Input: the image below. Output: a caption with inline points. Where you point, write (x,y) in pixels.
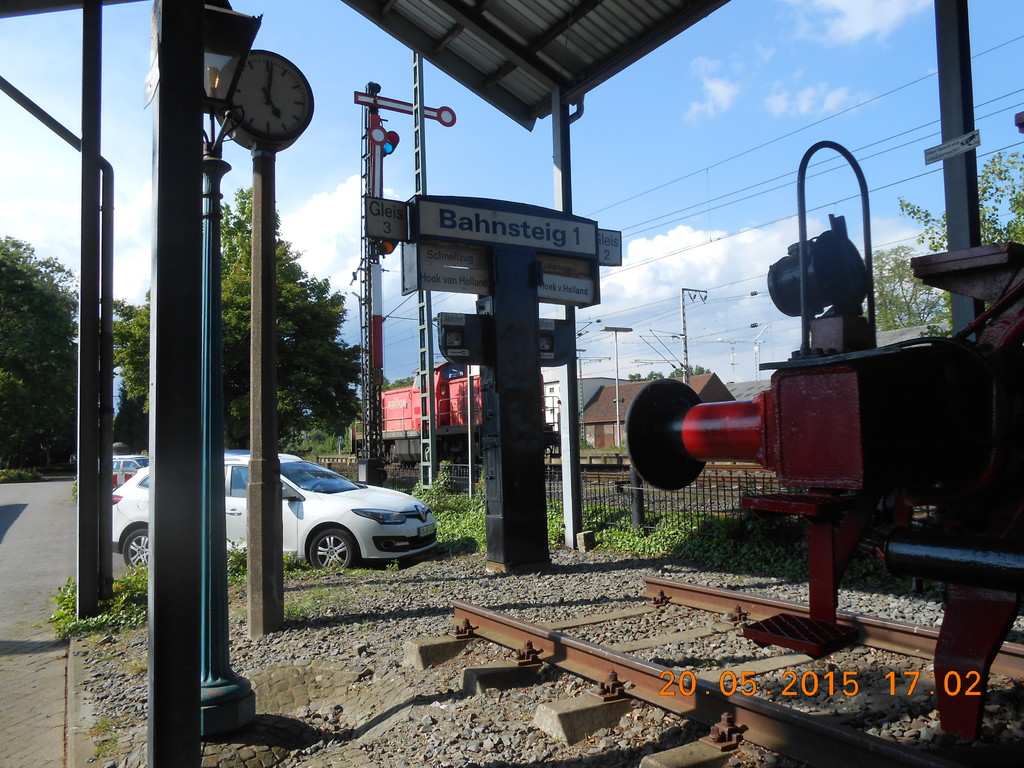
In this image there is a train (807,462) on a railway track (712,696). Beside the train (814,519) there are pillars (177,371) and light poles (219,142). There are boards (456,209) and a clock (289,136) on the pillars (511,244). To the left (56,554) there is a road (54,568). There are vehicles (301,475) parked on the road (29,500). In the background (613,385) there are houses (621,396) and trees (65,386). There are stones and grass (337,570) on the ground (349,582). Beside the train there is a fence (463,490). At the top (605,159) there is the sky (238,158).
